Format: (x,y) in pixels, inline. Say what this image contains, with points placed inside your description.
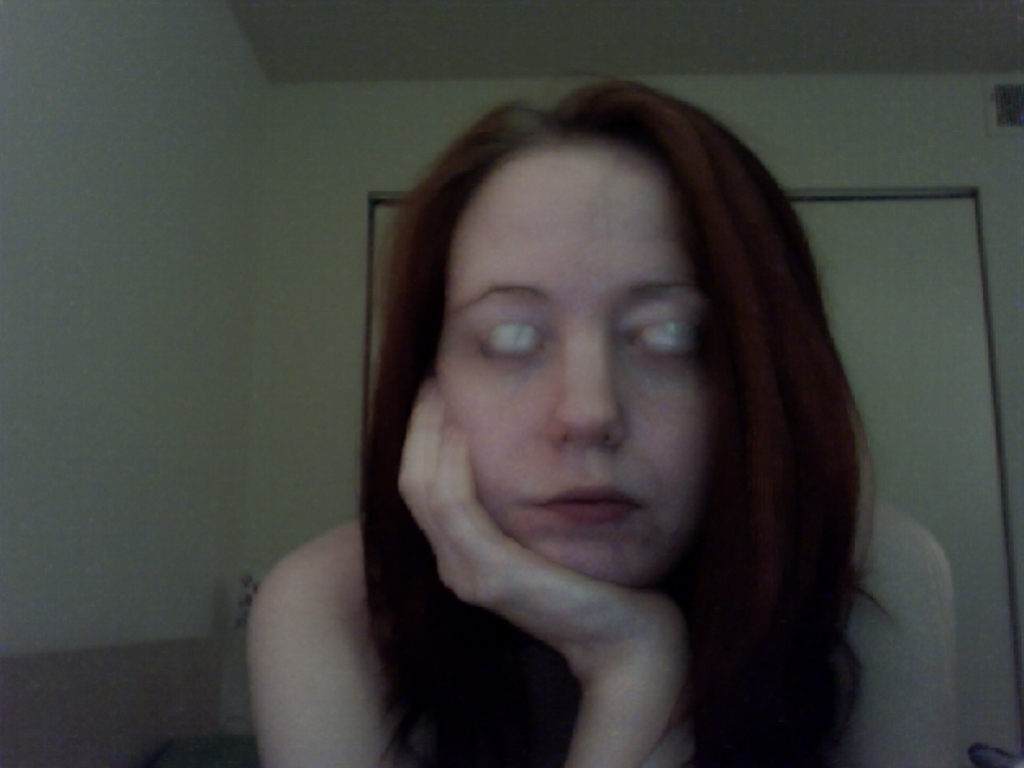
In front of the image there is a lady (572,623). Behind her there is a wall (241,435) with doors (885,510).
